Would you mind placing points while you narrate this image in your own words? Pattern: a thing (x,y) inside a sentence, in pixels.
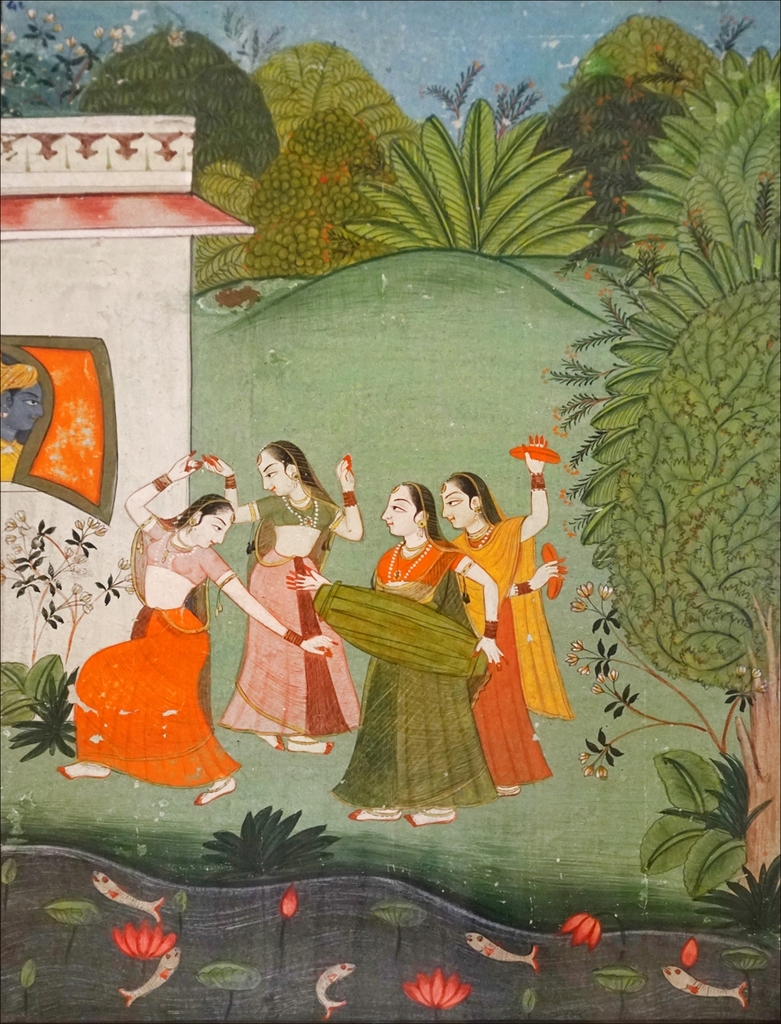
In this image there is a painting (304,697). In the painting (474,635) there are four girls (161,622) dancing. A girl (460,750) is holding a musical instrument (401,606) in her hand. Behind them there's grass (392,325) on the hills (433,350). In the background (382,135) there are trees (705,449). In front of them there is water (299,946). There are flowers (428,988), leaves (90,918) and fishes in the water (304,956). To the left (114,472) there is a house (46,392). A person (19,415) can be seen from the window (69,441). At the top (471,52) there is the sky (478,23).
